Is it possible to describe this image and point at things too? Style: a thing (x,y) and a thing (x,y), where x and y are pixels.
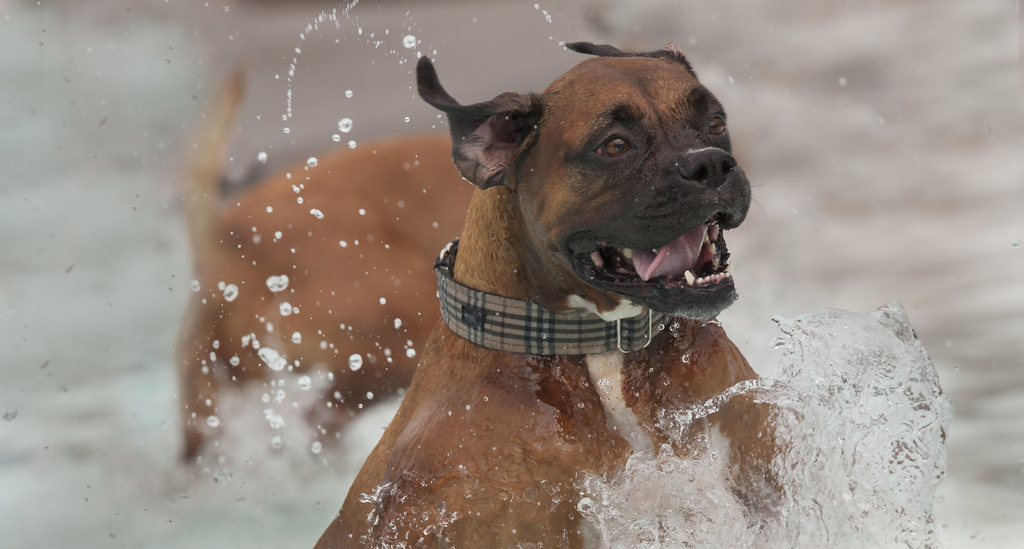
In this picture I can see a brown color dog (524,284) in front (456,473) and I can see the water (710,431). I can also see a collar (442,270) around the neck (536,275) of the dog (497,262). In the background (411,269) I can see another dog (334,248) and I see that, it is blurred.
